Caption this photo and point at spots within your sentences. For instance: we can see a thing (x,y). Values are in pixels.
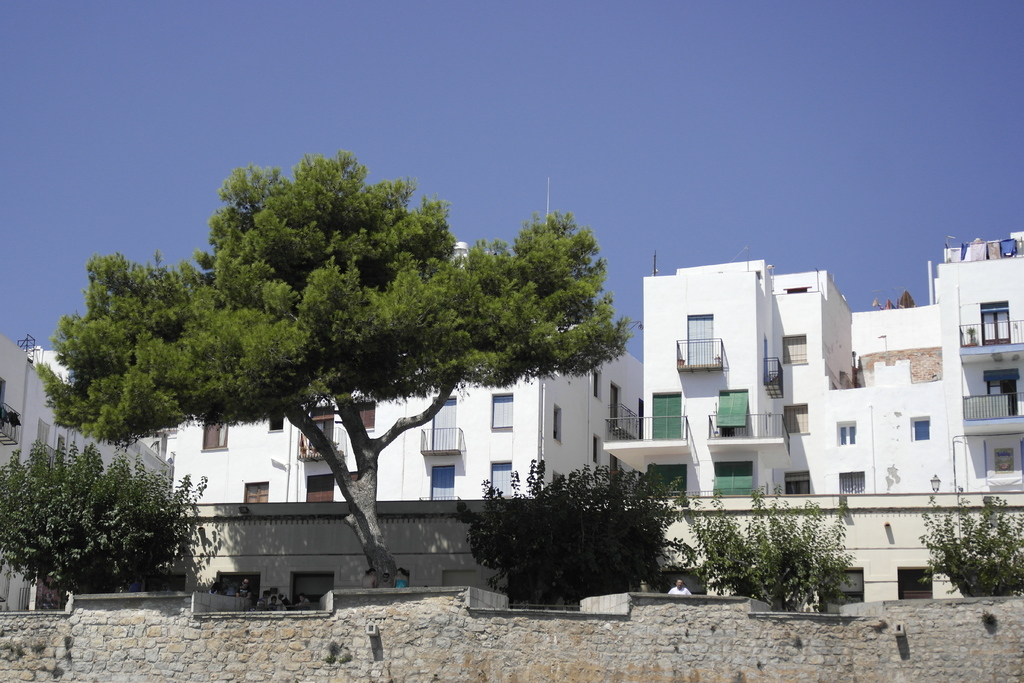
In this image in the front (421,625) there is wall (438,631). In the center (460,296) there are trees (470,531) and in the background (579,439) there are buildings (649,433).
